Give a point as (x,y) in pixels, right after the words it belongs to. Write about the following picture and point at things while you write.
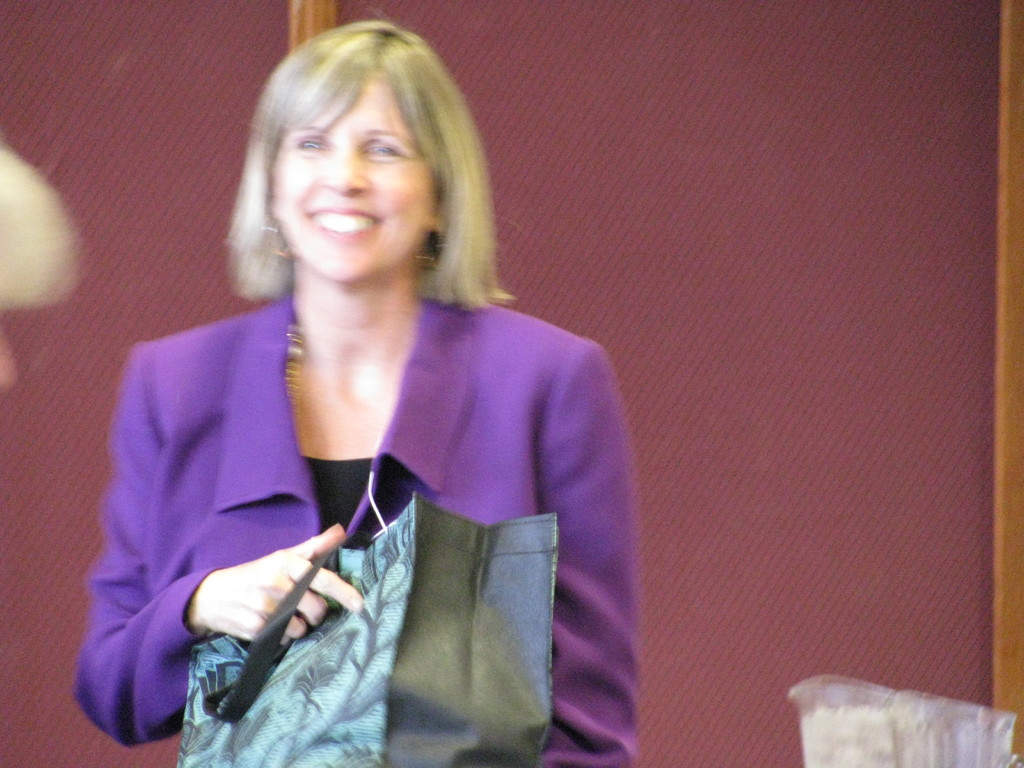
Towards left (339,483) there is a woman (379,390) in violet jacket (449,425), holding a bag (309,687), she is smiling. On the right (920,747) there is an object (838,711). In the background (238,36) there is a wall (753,226) which is red in color.
